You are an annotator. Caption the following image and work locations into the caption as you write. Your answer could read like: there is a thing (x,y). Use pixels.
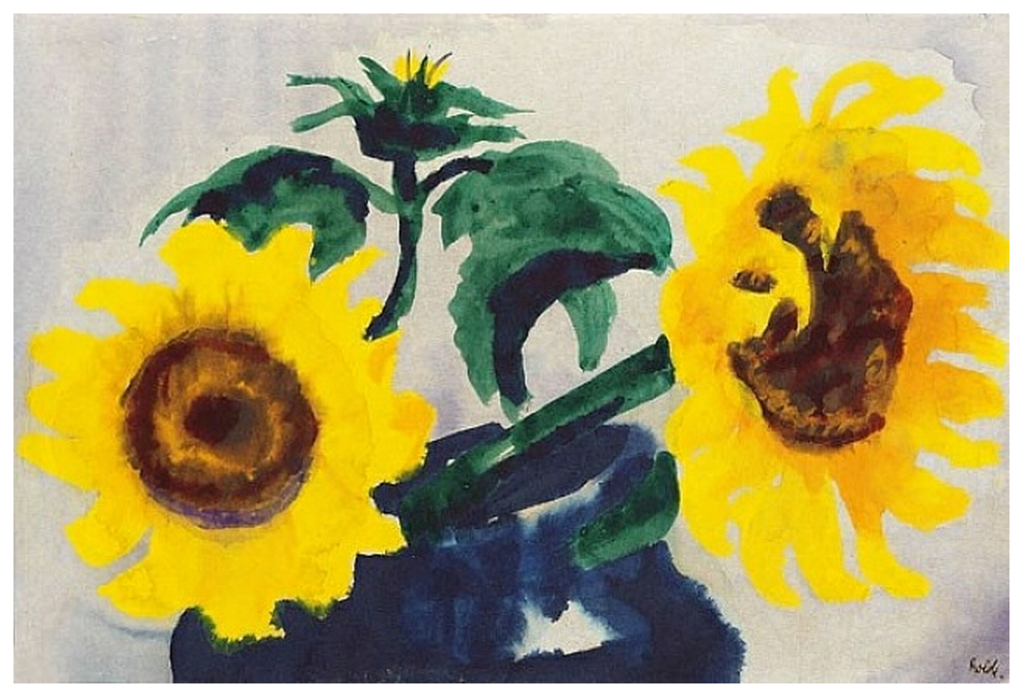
This image consists of a painting (491,343). In which we can see sunflowers (403,395) along with leaves (217,208).
